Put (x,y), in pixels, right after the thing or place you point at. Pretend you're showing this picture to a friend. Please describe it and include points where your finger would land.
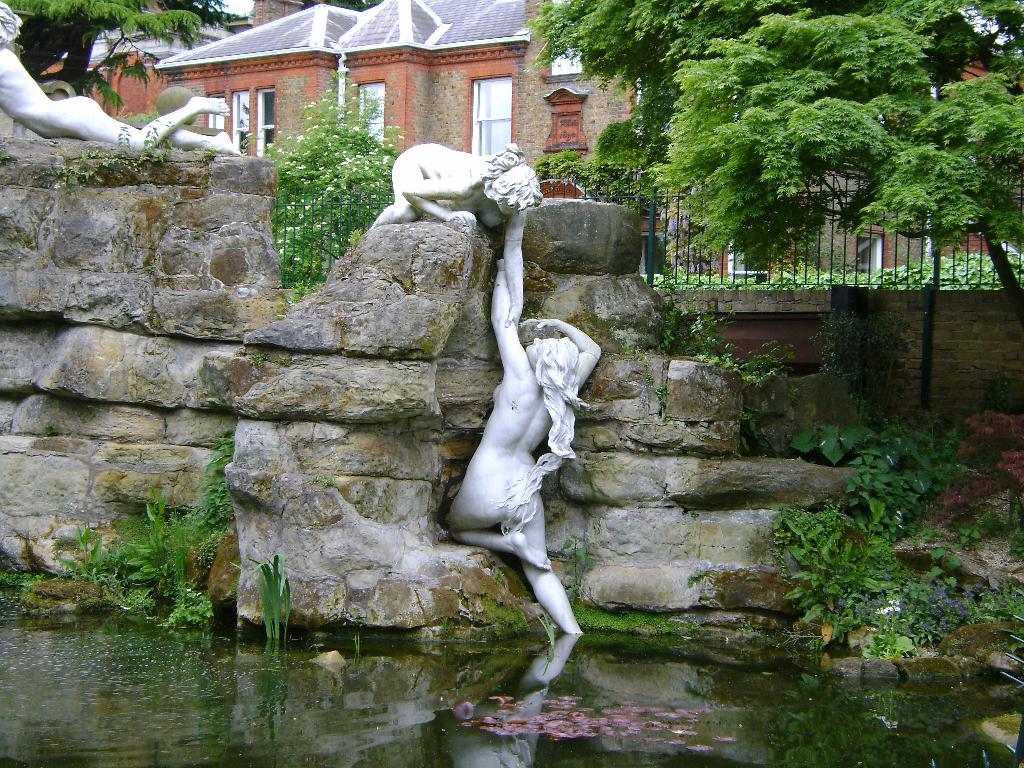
This image is taken outdoors. At the bottom of the image (160,701) there is a pond (626,696). At the top of the image (427,65) there are a few houses (554,111), trees (124,40), plants (918,265) and railing (864,218). In the middle of the image (591,318) there are a few stones (226,336) and sculptures (549,381).
